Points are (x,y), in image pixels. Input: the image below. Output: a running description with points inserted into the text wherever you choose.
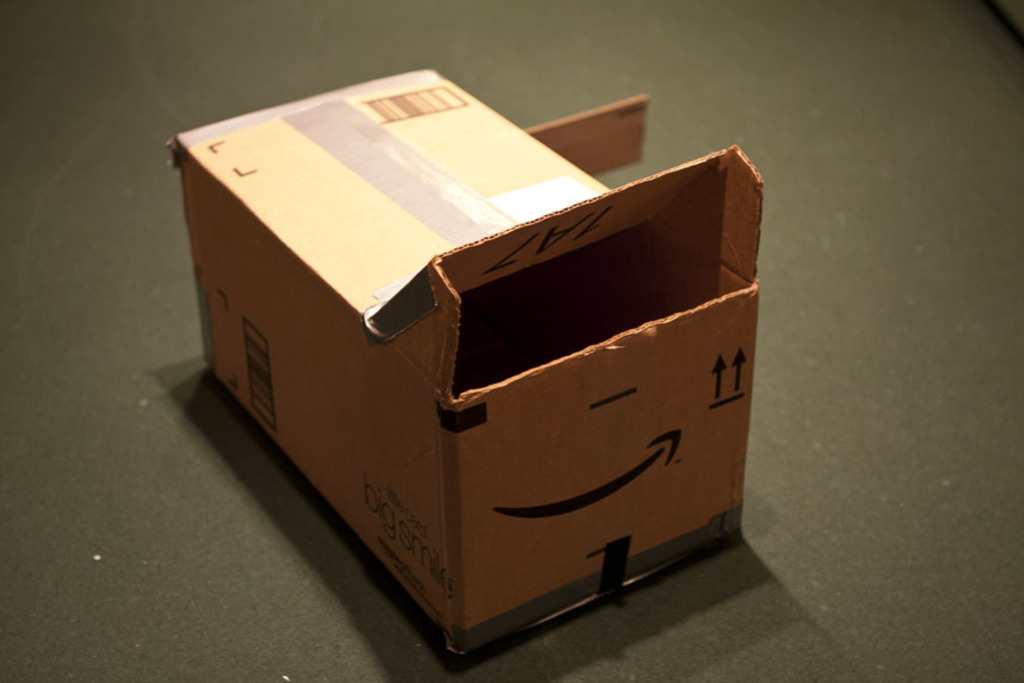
In this image we can see a cardboard box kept on the green surface (178,387).
